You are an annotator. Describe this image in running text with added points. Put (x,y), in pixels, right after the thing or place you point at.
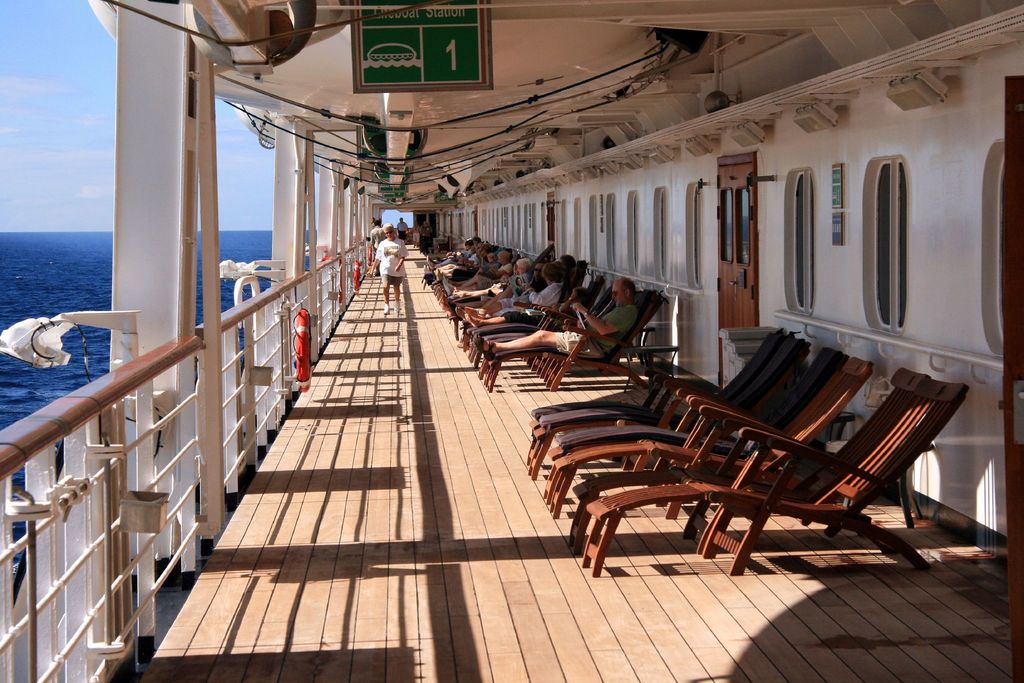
In the image, inside the ship (436,438) there are wooden lounger chairs (544,353). On those chairs (528,326) there are few people (567,350) lying. And there are few people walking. On the right corner of the image (980,273) there is a wall (683,204) with windows (611,210) and a door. At the top of the image (602,100) there are wires (543,105) and also there is a sign board (399,74) with some text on it. On the left corner of the image (80,433) there is railing (71,406). On the railing (117,462) there are life rings (304,350). And also there are poles (177,289). Behind the railing (290,334) there is water (95,274) and also there is sky (56,172).
